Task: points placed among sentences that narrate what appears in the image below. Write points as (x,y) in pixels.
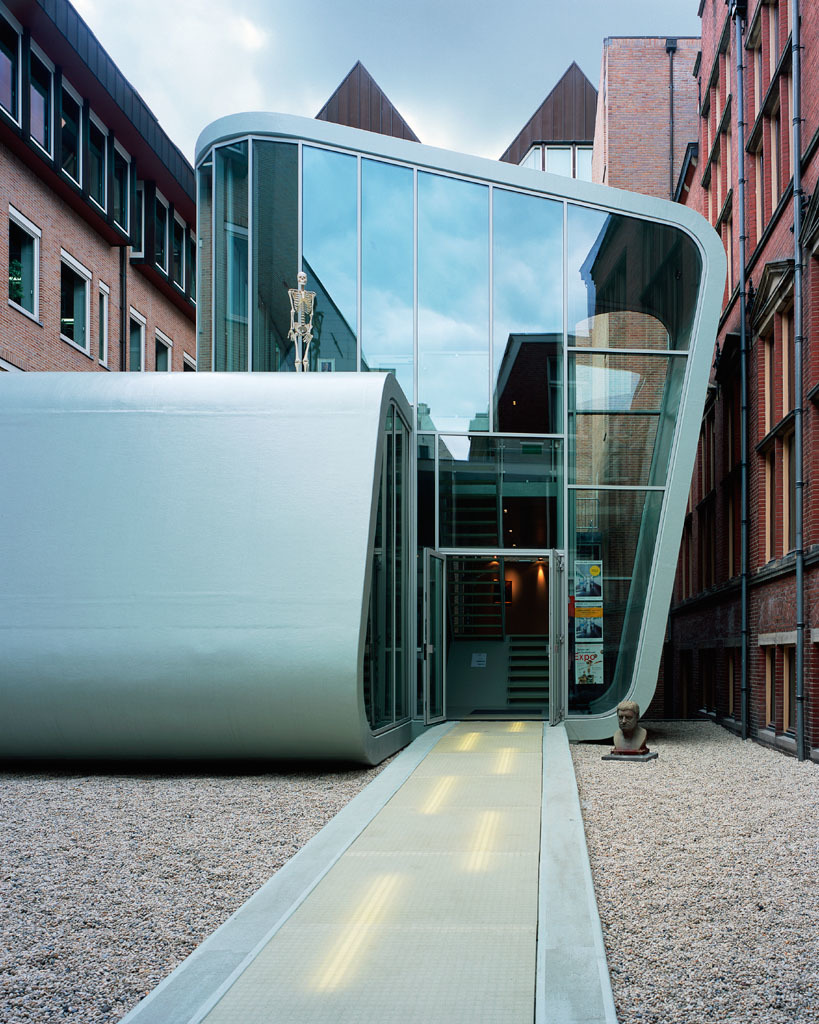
In this image there is the sky (410,62) truncated towards the top of the image (458,44), there are buildings (727,301) truncated towards the right of the image (711,145), there are buildings (89,526) truncated towards the left of the image (86,250), there is a sculpture (643,743) on the ground (677,764), there is a skeleton (307,305) on the building (322,322), there are posters (588,567) on the glass (487,400), there are lights (348,957) on the ground (426,882).
